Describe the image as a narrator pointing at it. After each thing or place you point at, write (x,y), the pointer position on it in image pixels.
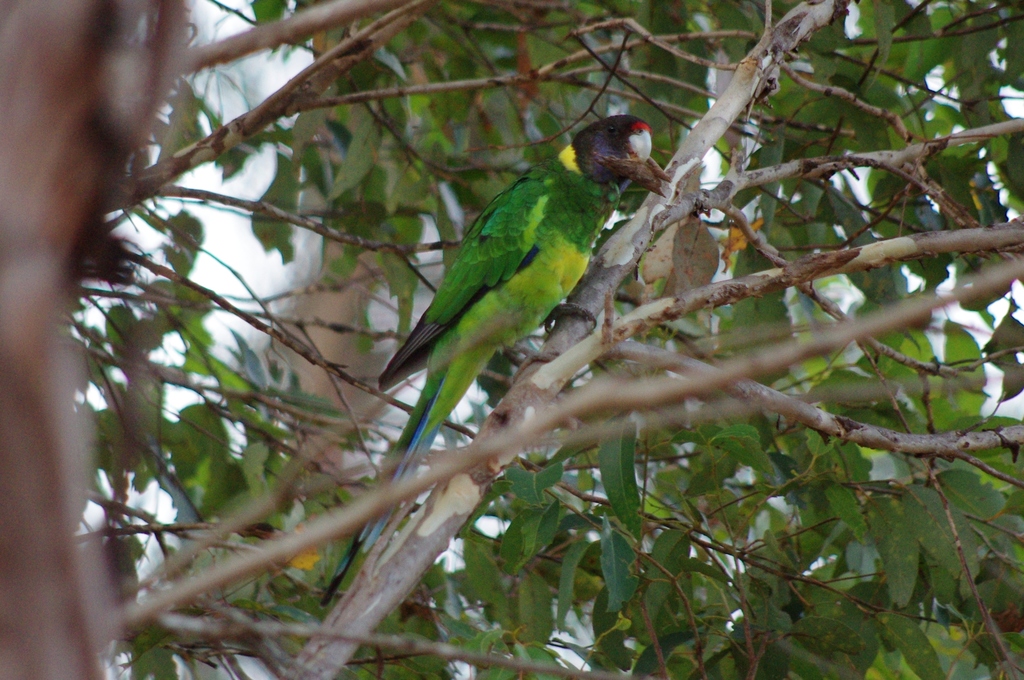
In this image, we can see a bird (487,302) on a tree branch (608,287).
